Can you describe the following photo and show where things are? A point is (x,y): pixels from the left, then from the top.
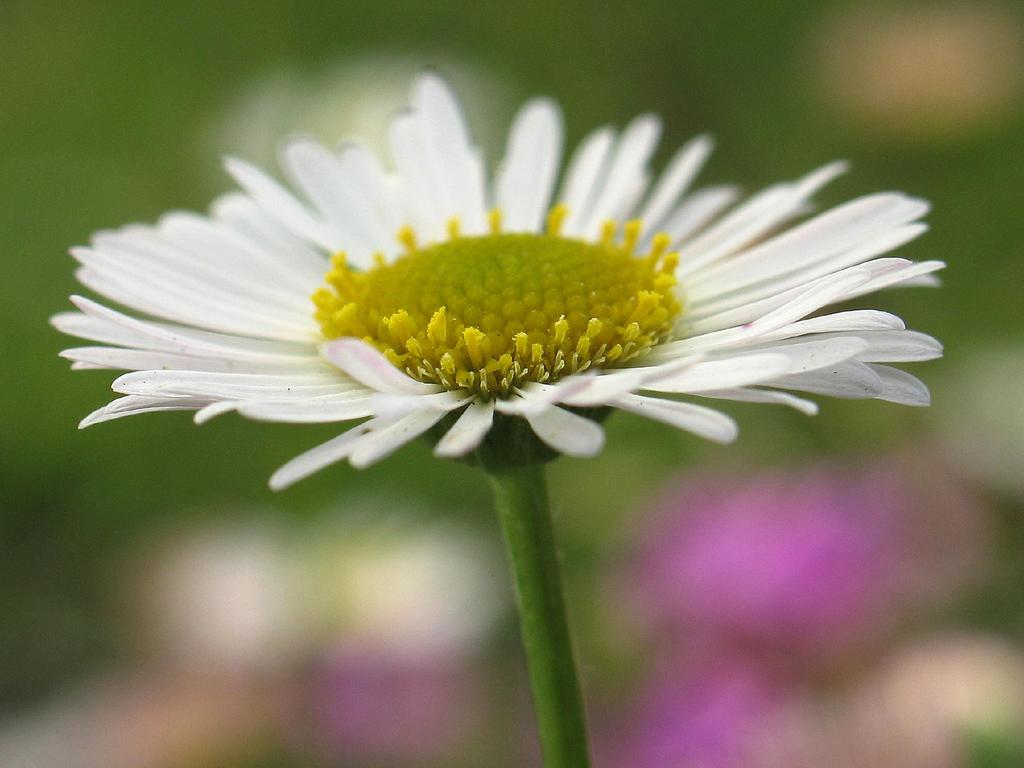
In this image I see a flower (451,249) which is of white and yellow in color and I see that it is totally blurred in the background (727,560).
